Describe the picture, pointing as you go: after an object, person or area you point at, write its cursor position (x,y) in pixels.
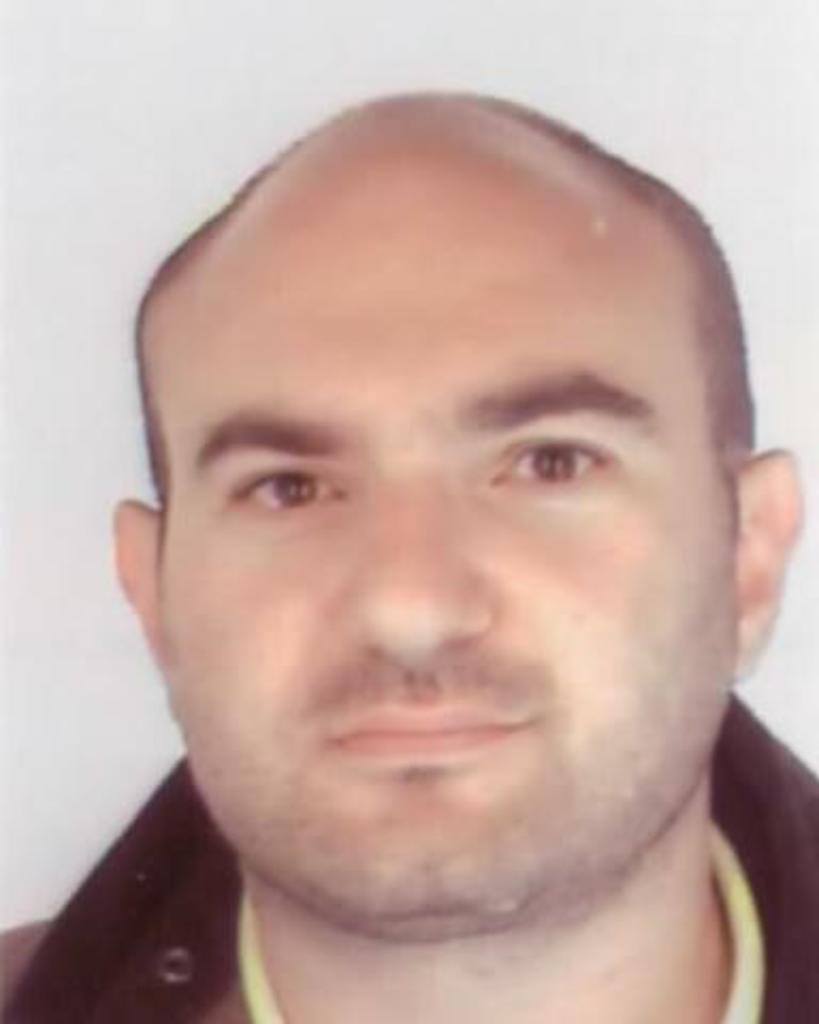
In this image we can see the face (358,636) of a person (593,822).
